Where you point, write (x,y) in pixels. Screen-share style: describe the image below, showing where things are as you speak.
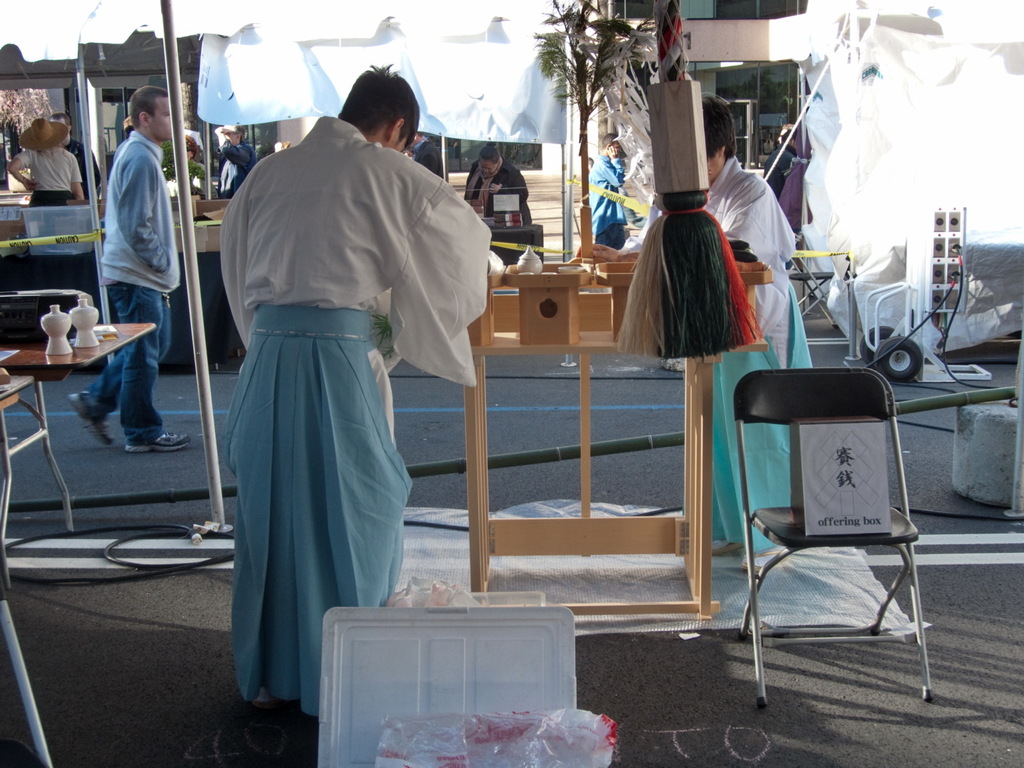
In this picture we can see some people (471,267) standing on the road (181,471). This is the chair (898,532) and there is a table (70,359). Here we can see a pole (168,46) and this is the plant (599,60).
